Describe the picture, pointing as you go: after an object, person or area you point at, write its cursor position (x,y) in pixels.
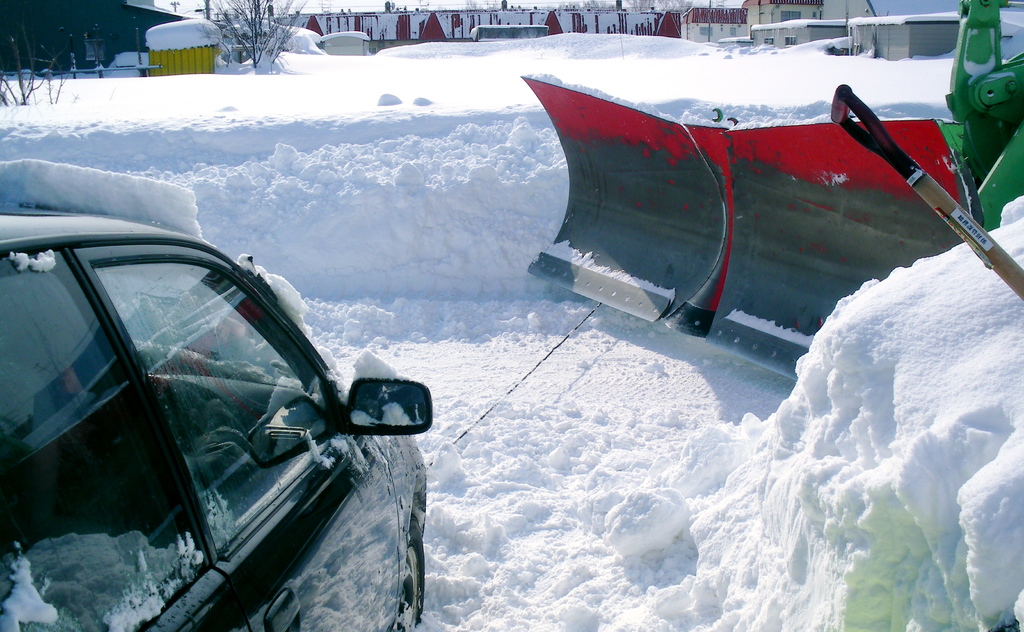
In this image in the front (219,454) there is a car (219,454) and on the top of the car (142,385) there is snow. In the center (593,346) there is snow (417,156) on the ground (365,141) and there are objects (894,154). In the background (360,43) there are buildings (130,38) and trees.
